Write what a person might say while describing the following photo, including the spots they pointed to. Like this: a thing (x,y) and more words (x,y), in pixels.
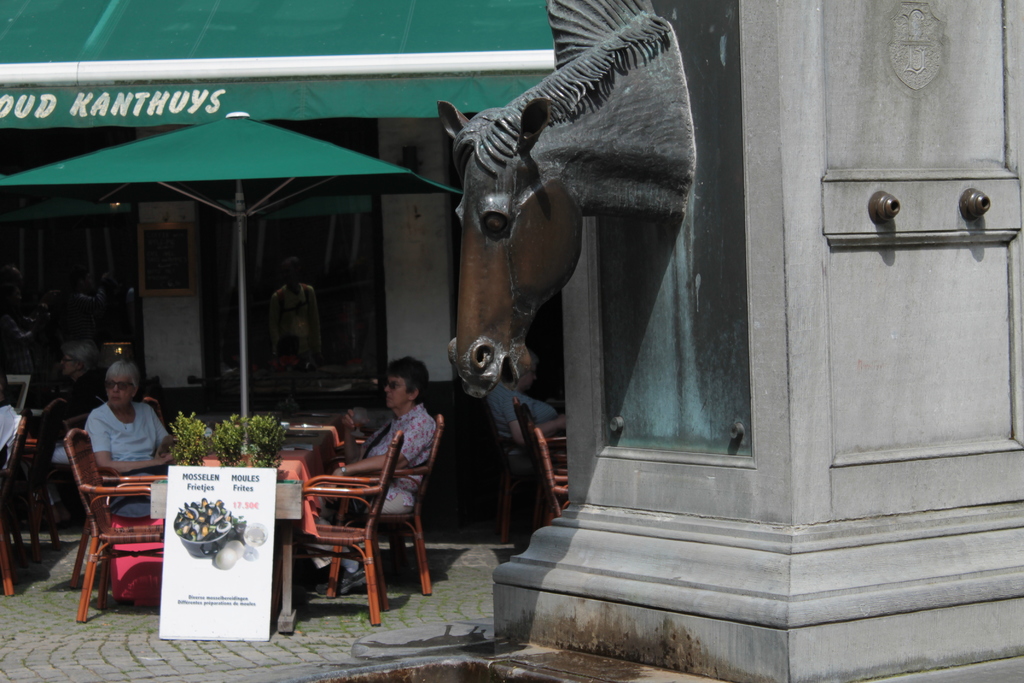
In this picture, we see two women (394,411) sitting on either side of the table (294,450). On table (297,460), we see flower pot (190,445) and beside that, we see a whiteboard (206,581) with some text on it. Behind them, we see a restaurant (133,262) and above that we see a green tent (248,131) and a roof (168,38) with green in color. On the right corner of the picture (784,166), we see a pillar (778,238) and a horse (494,196) carved on it.
